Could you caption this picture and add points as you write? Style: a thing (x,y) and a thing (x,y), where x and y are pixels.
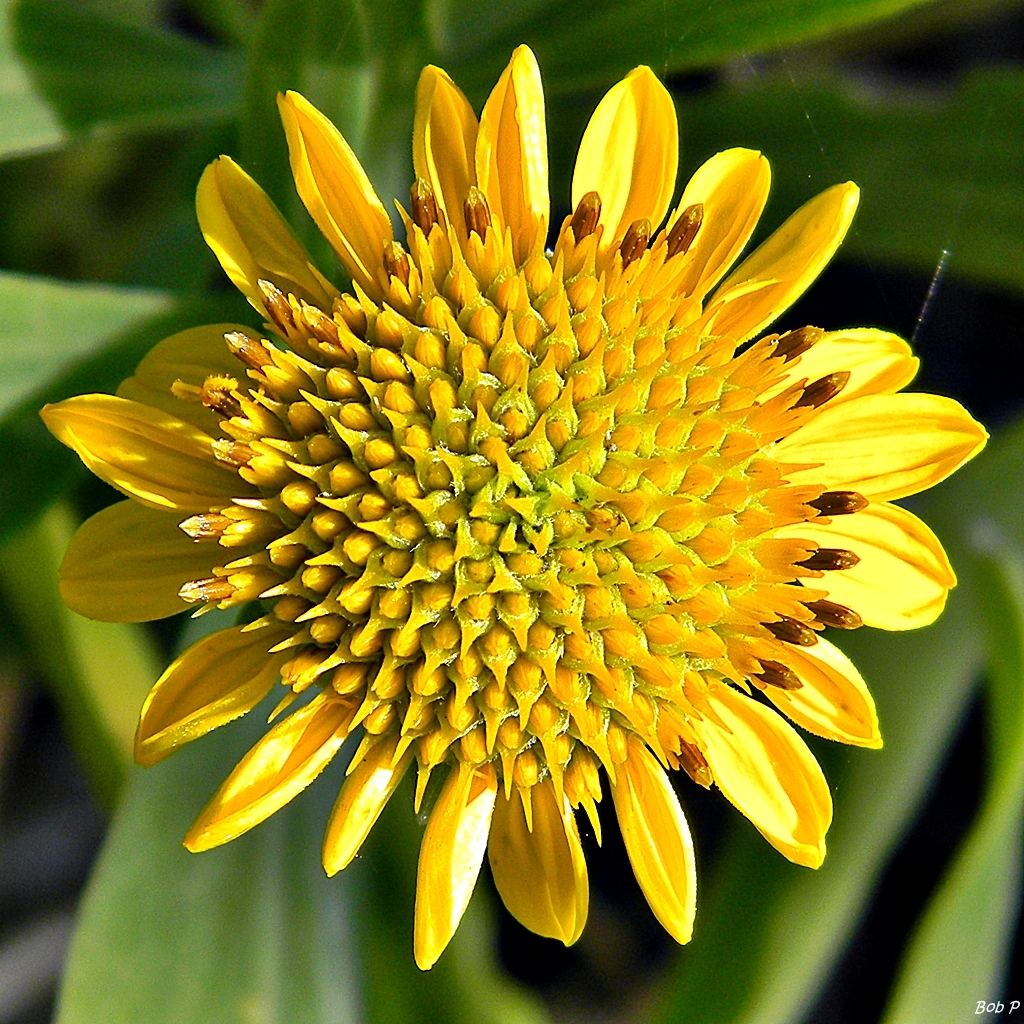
In the image we can see a flower (547,563), yellow in color and these are the leaves (84,281).
